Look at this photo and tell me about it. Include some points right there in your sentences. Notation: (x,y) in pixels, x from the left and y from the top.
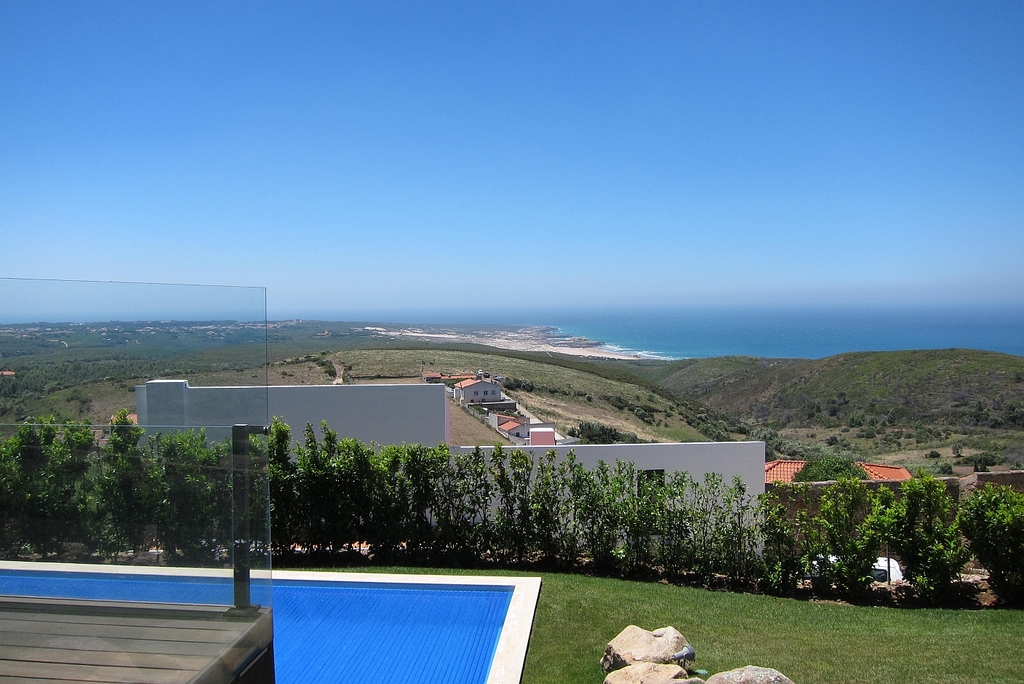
In this picture we can see rocks (735,683), swimming pool (382,632), grass (784,633), plants (586,503), houses (460,387) and glass (115,524). In the background of the image (756,293) we can see water (762,326) and sky (651,141).
